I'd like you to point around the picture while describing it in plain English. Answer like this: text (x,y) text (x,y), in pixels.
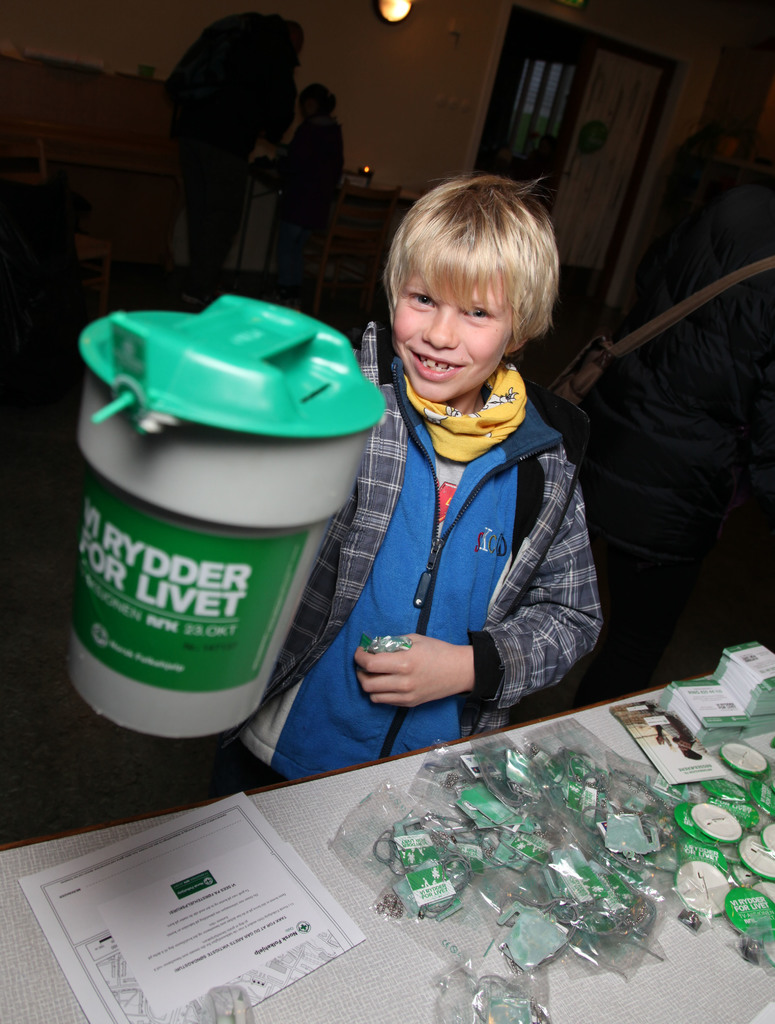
In this picture I can see a paper (273,919) and few items (539,861) on the table (425,1023) and I can see a boy (377,481) holding a plastic container (184,503) in his hand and he is holding something in another hand (430,665) and I can see couple of them standing in the back (302,219) and I can see a light (383,10).
